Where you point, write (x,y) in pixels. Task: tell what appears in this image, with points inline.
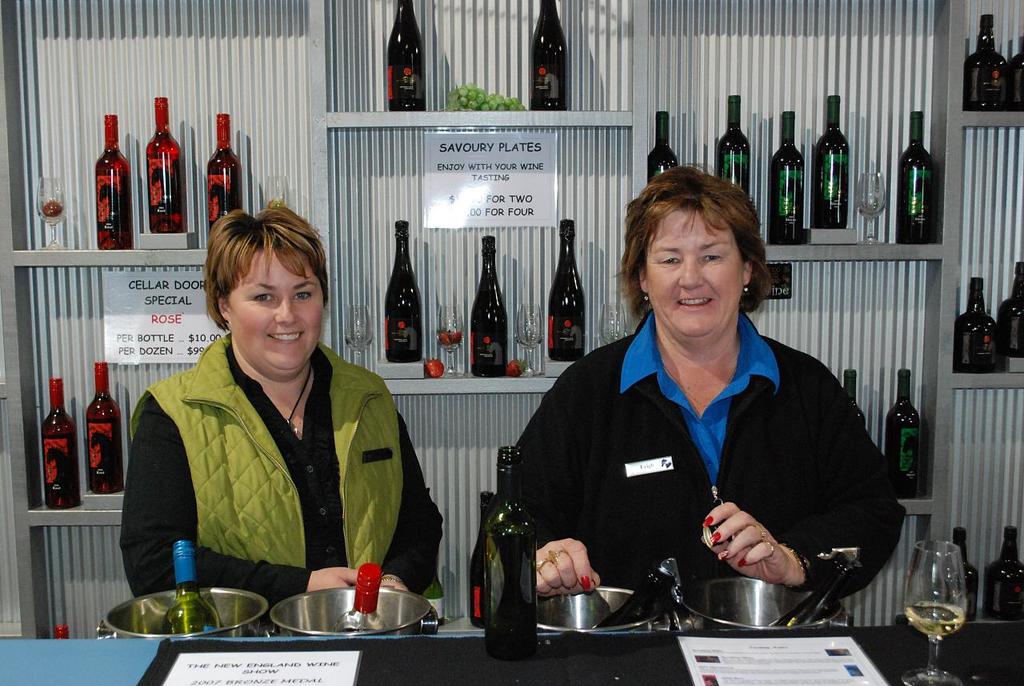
In this picture there are women (369,484) sitting in the center (660,451) having smile on their faces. In the front (568,658) on the table (640,663) there is glass (930,625) and a bottle (505,604) and there are papers (795,673) with some text (730,657) written on it. In front of the women (330,517) there are bottles (662,597) kept in the vessels (306,616). In the background (212,192) there are bottles (730,129) kept in the shelves (843,222) and there are glasses (446,331) along with the bottles (401,320) and there are some text (185,311) written on the papers (458,204) which are stick on the wall (340,223).
